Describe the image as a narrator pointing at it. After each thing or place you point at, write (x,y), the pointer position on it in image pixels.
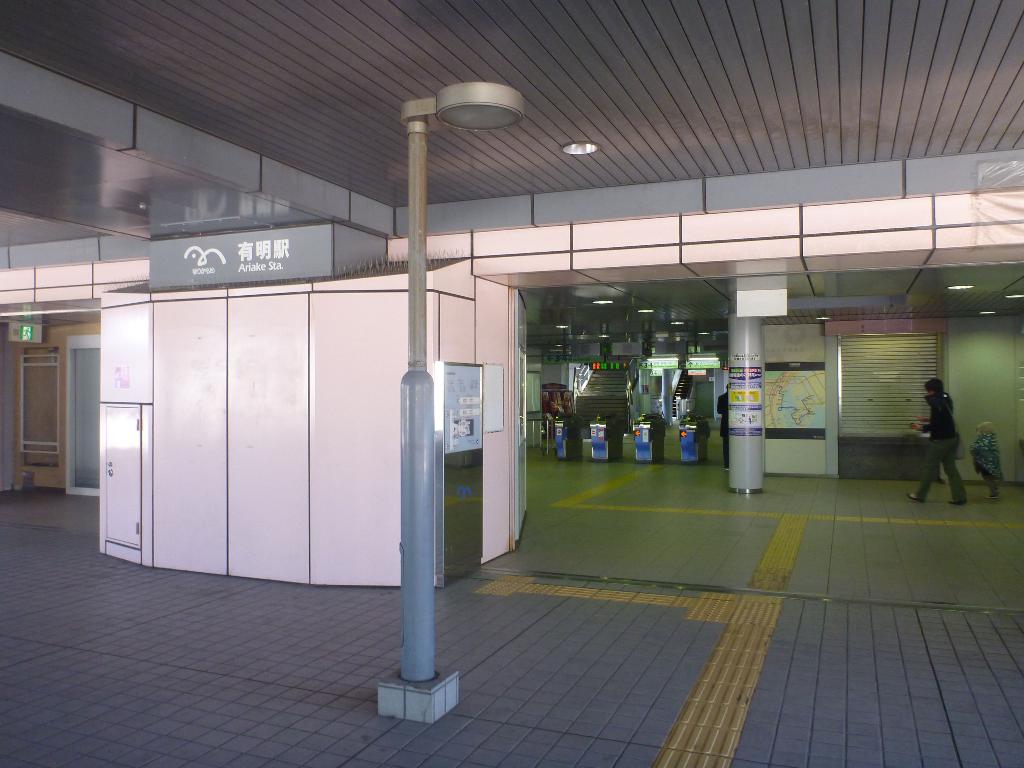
In the center of the image (647,361) we can see barricade (696,437), stairs (611,390), sign boards (602,370), pillars (738,321), shutter (874,356), some persons (982,434), door (72,431), wall (152,404), pole (412,386), light (450,114). At the top of the image (662,95) we can see roof (714,109) and light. At the bottom of the image (605,652) we can see the floor (719,631).
